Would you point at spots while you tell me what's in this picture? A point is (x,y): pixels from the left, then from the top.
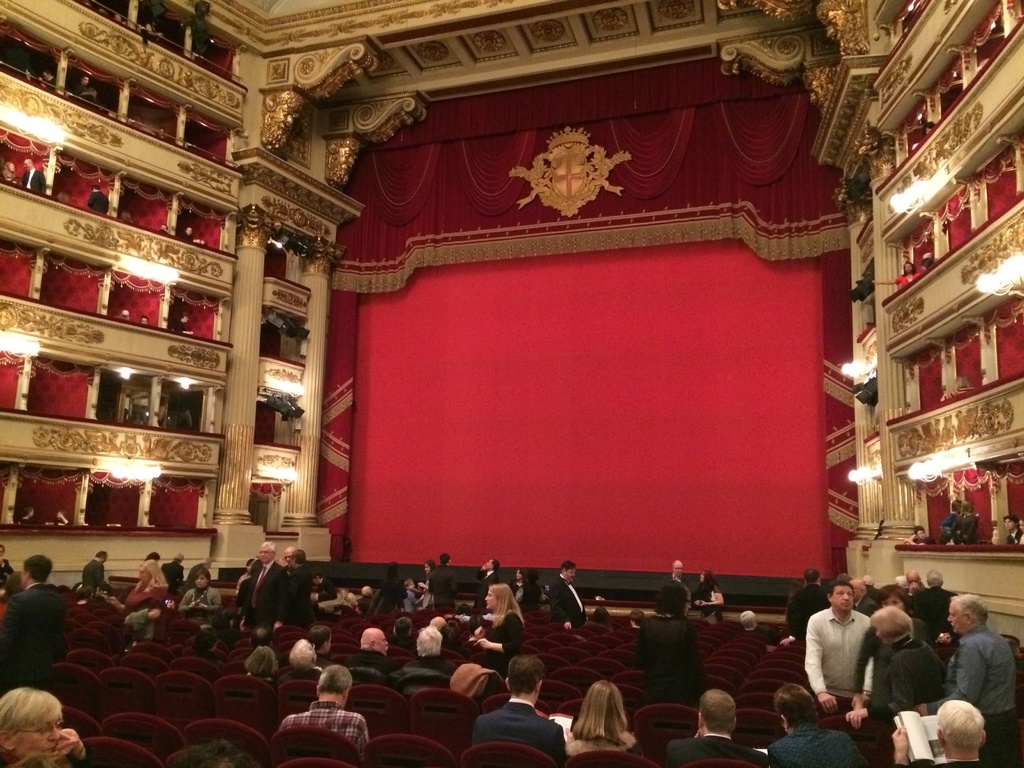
There are many people (603,693). Some are sitting on chairs (548,699). Some are standing. In the back (457,418) there is a red curtain (553,381) on a stage (438,368). Also there is a logo (551,184). On the sides there are pillars (221,459) and lights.
